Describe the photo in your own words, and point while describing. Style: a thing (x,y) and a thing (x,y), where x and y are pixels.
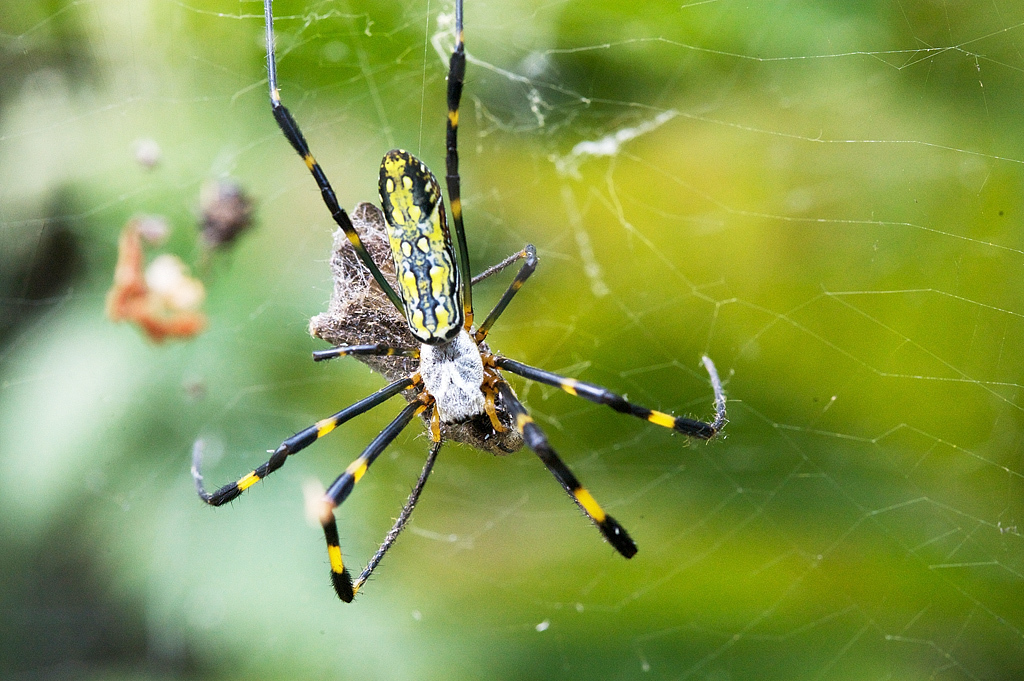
In this image we can see a spider (432,411). There is a spider web (252,343) in the image. There is a blur background (937,465) in the image.
